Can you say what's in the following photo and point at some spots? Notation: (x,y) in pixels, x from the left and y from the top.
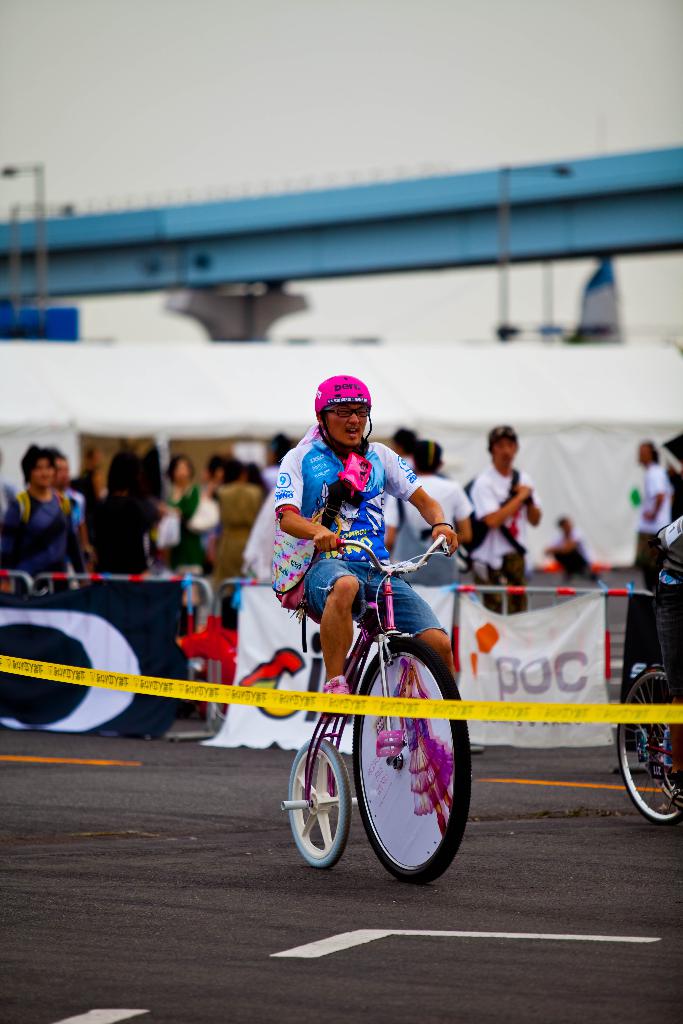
At the top (240,121) we can see sky (472,104). This is a flyover (409,222) in blue colour. Here we can see one man (332,388) participating In a bicycle ride competition. This is a road (347,966). Here we can audience (129,472). These are hoardings (561,673).
